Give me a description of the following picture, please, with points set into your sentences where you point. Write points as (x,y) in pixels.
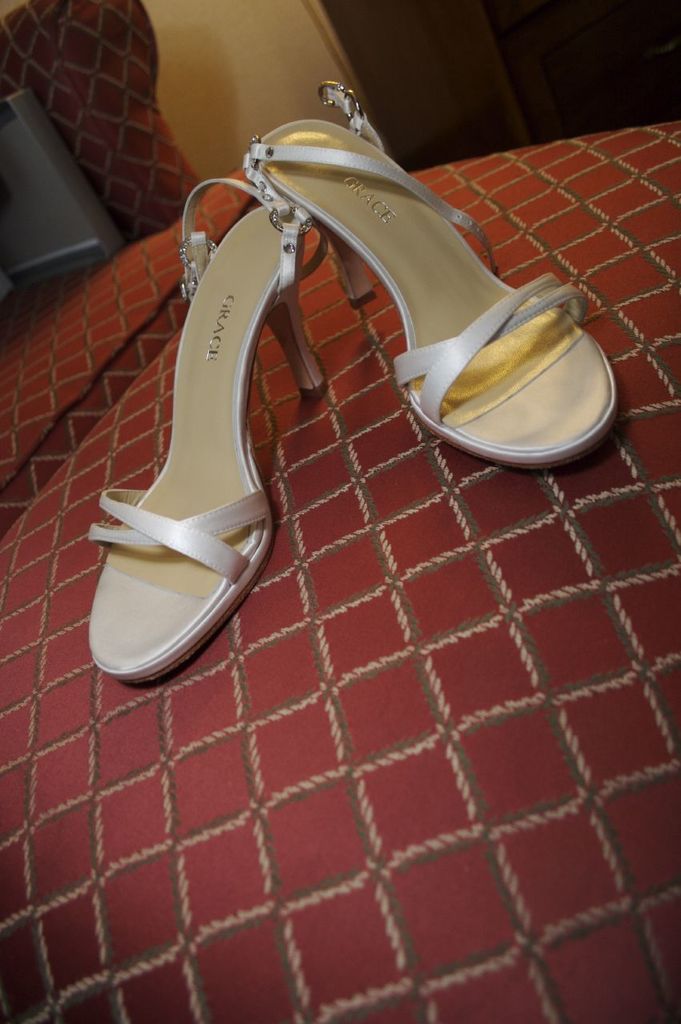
We can see footwear (386,171) on the red surface (214,801) and we can see chair (112,86) and wall (259,77).
